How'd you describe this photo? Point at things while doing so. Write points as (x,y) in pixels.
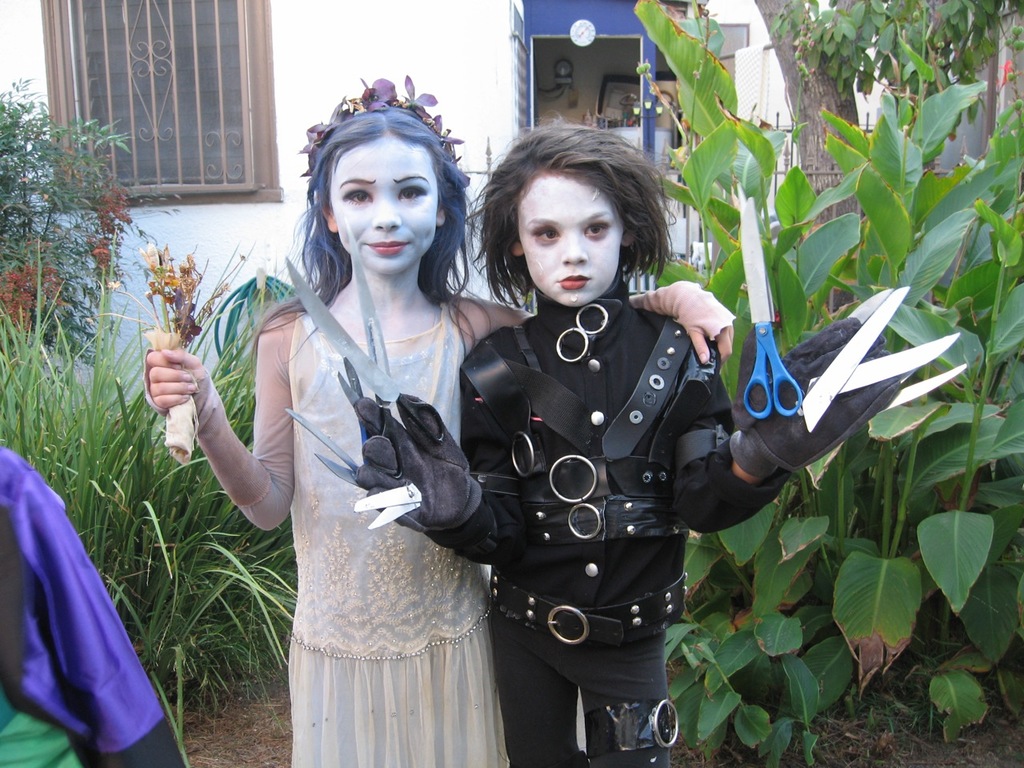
In this image I can see two person (430,343) standing. They are wearing white and black dress (556,589) and holding something. Back I can see building (292,59), trees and windows (203,63). The wall (349,7) is in white color.
